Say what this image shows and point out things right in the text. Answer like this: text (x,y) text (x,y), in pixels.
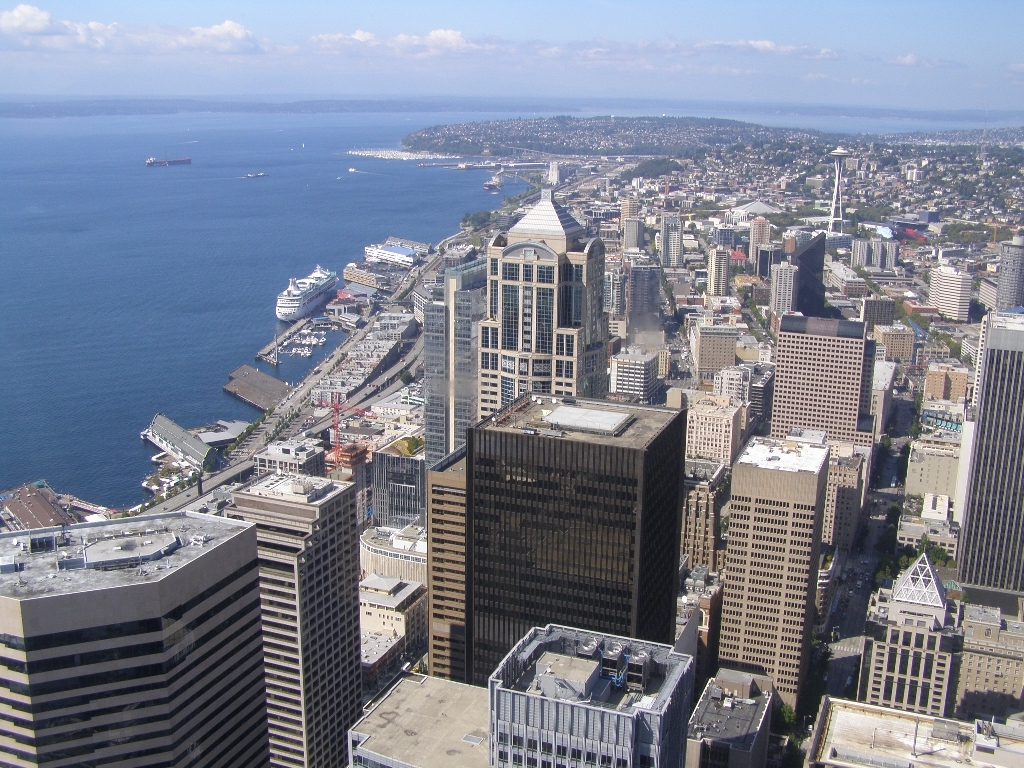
In this picture we can see buildings (567,613), trees (791,762), and a pole (839,152). There are ships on the water (191,219). In the background (885,47) there is sky (574,36) with clouds (711,52).
